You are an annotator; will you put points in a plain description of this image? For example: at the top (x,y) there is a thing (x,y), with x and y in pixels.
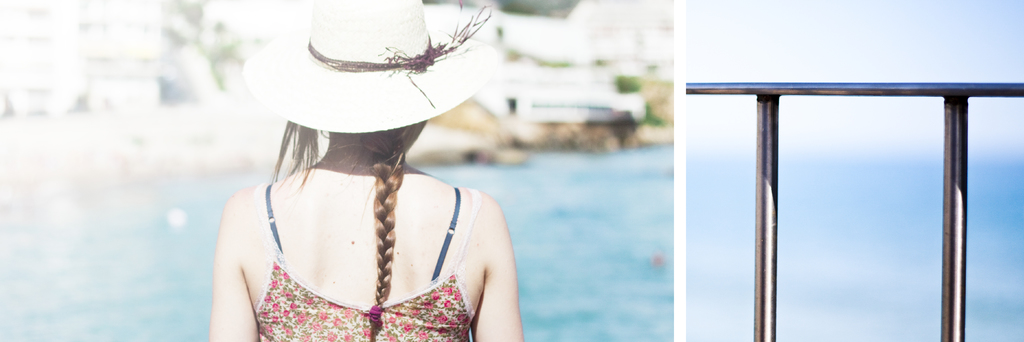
This image consists of a girl (415,213) wearing a hat (389,85). On the right (949,149), we can see a handrail (999,94). The background (33,110) is blurred. At the bottom (644,250), it looks like water (163,320).
